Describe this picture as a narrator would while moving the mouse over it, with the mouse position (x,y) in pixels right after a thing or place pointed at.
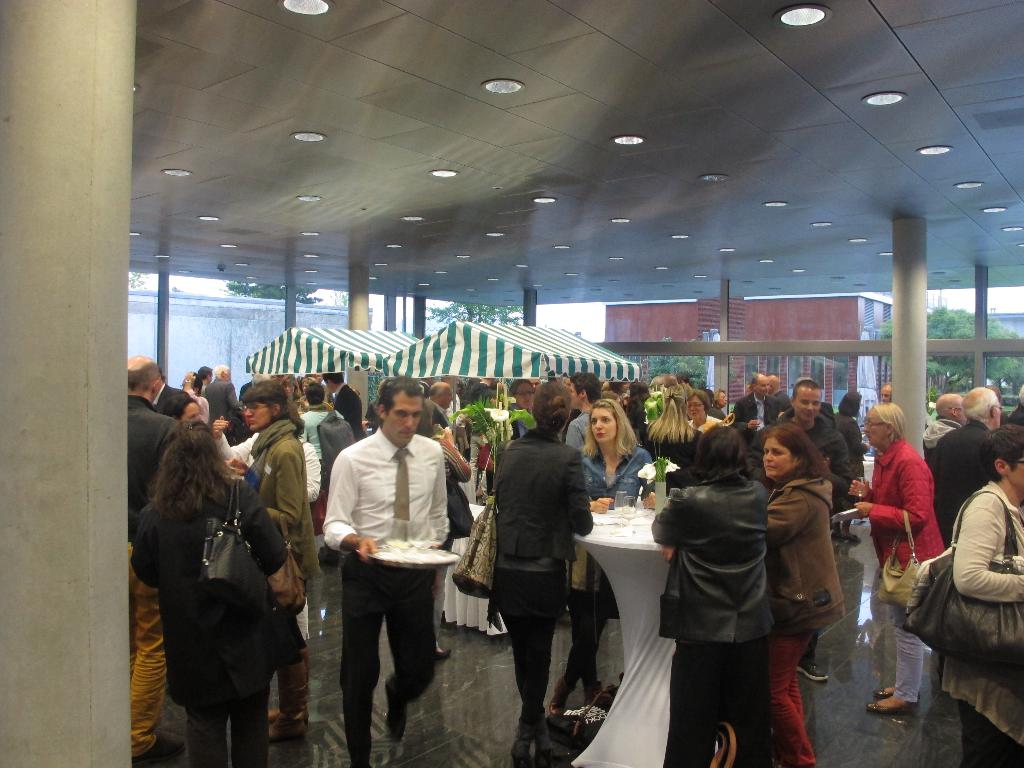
In this image I can see group of people (414,462) some are standing and some are walking. The person (399,495) in front (340,496) wearing white shirt (376,488), brown color tie (397,491) and holding a plate (403,551) which is in white color. Background (479,352) I can see two tents (494,354), they are in green and white color and a glass door (824,318) and I can see trees (282,297) in green color.
